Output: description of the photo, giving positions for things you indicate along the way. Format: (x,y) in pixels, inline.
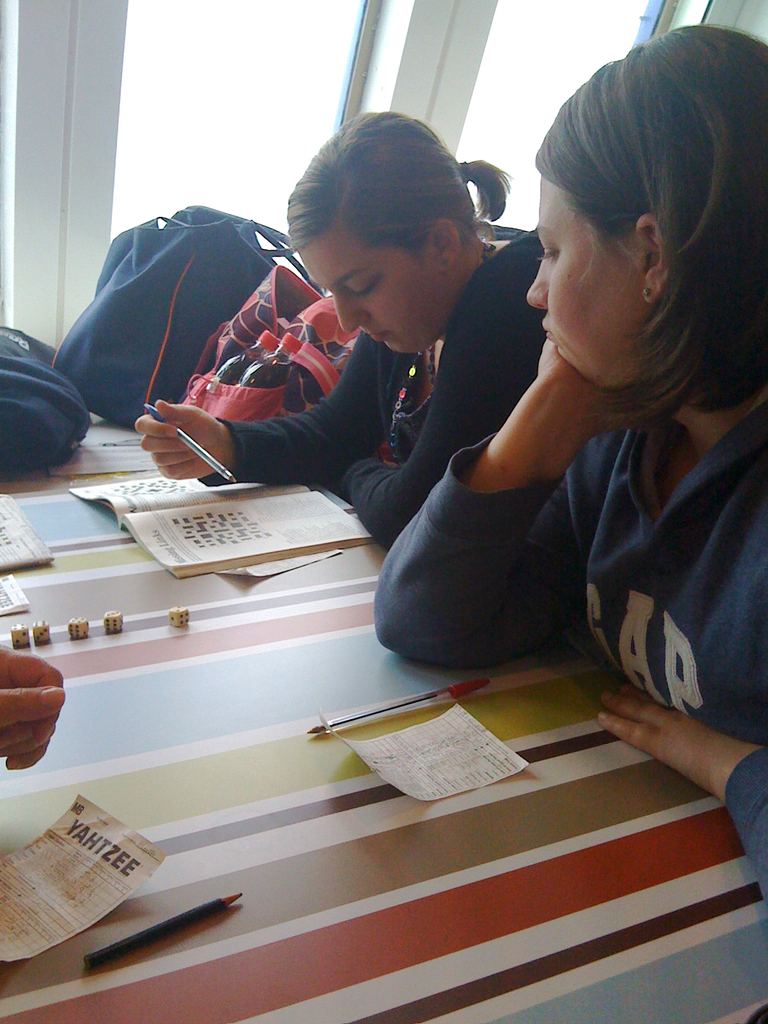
There are two persons (402,347) in long-sleeved tops (515,396), sitting and reading a book (246,510) which is on the table (189,653). There are papers (450,743), pens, some other objects (47,390) on the table (335,895). On the left hand side (29,708), there is a hand (37,694) of the person (52,694). In the background (192,59), there is a window (238,62), glass (252,79), and wall (725,13).
